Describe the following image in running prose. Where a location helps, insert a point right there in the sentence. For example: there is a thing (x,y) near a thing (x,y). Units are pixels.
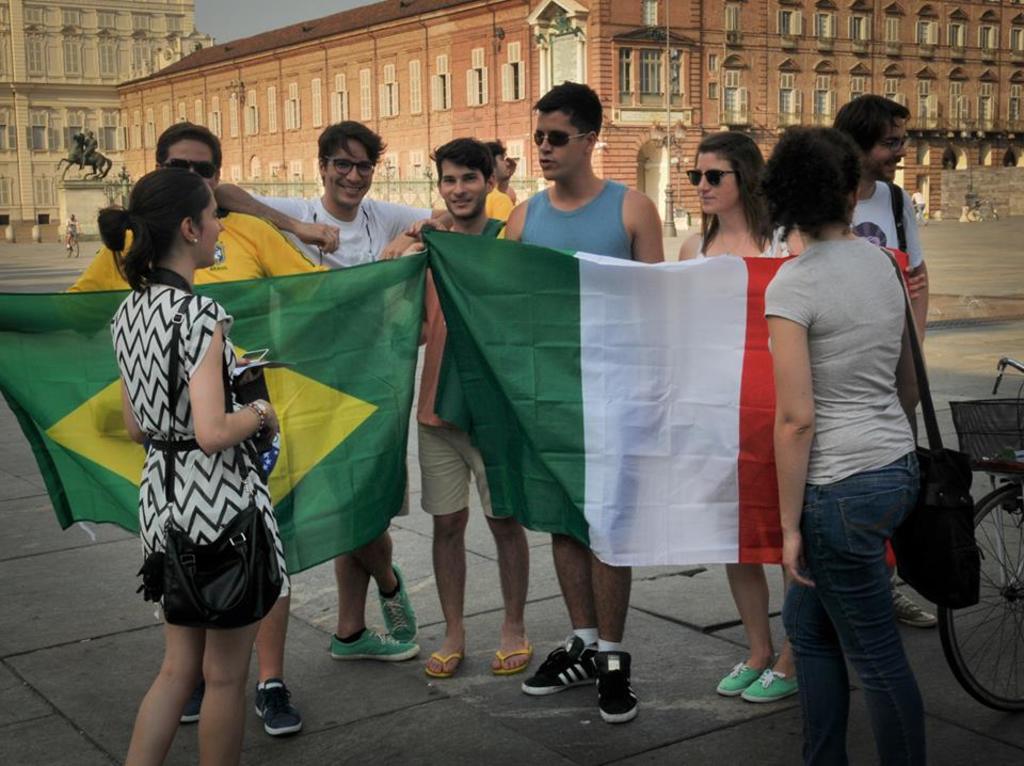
In the foreground of the image (491,379) there are people (361,255) holding flags (346,377). At the bottom of the image (522,718) there is floor (454,718). To the right side of the image (987,604) there is a bicycle (1013,681). In background of the image (308,126) there are buildings (401,32). There is a statue (89,135).
